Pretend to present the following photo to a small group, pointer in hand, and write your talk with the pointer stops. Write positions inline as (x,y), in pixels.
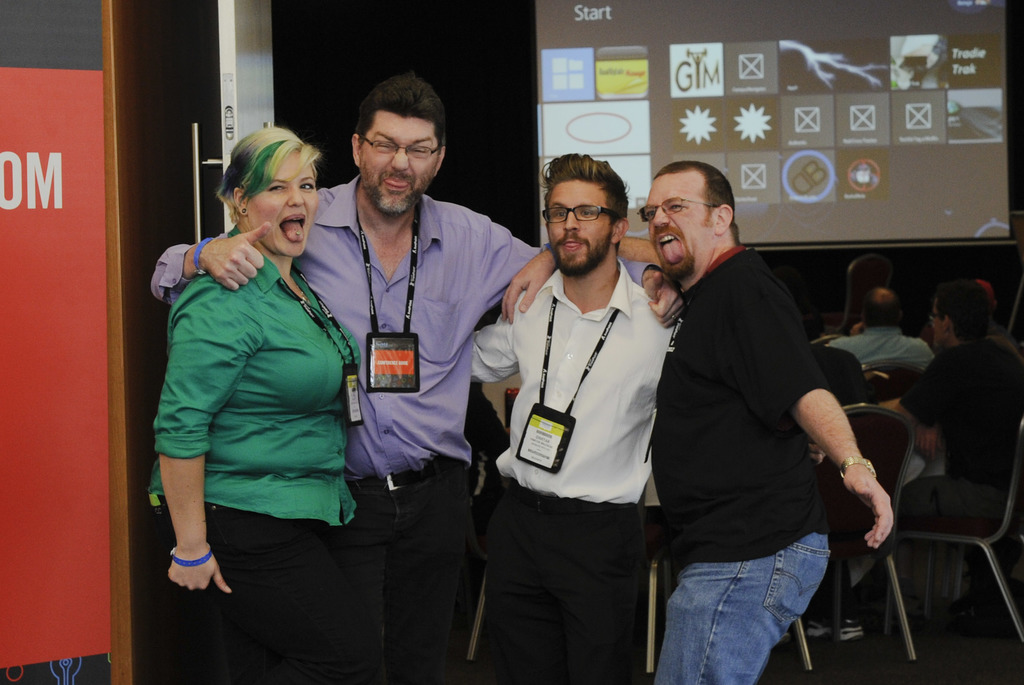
In this picture we can observe four members (537,336) standing. Three of them were men (401,314) and one of them was a woman (291,226). All of them were having tags (315,319) in their necks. In the background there is a white color door (221,98) and a projector display screen (749,121).
